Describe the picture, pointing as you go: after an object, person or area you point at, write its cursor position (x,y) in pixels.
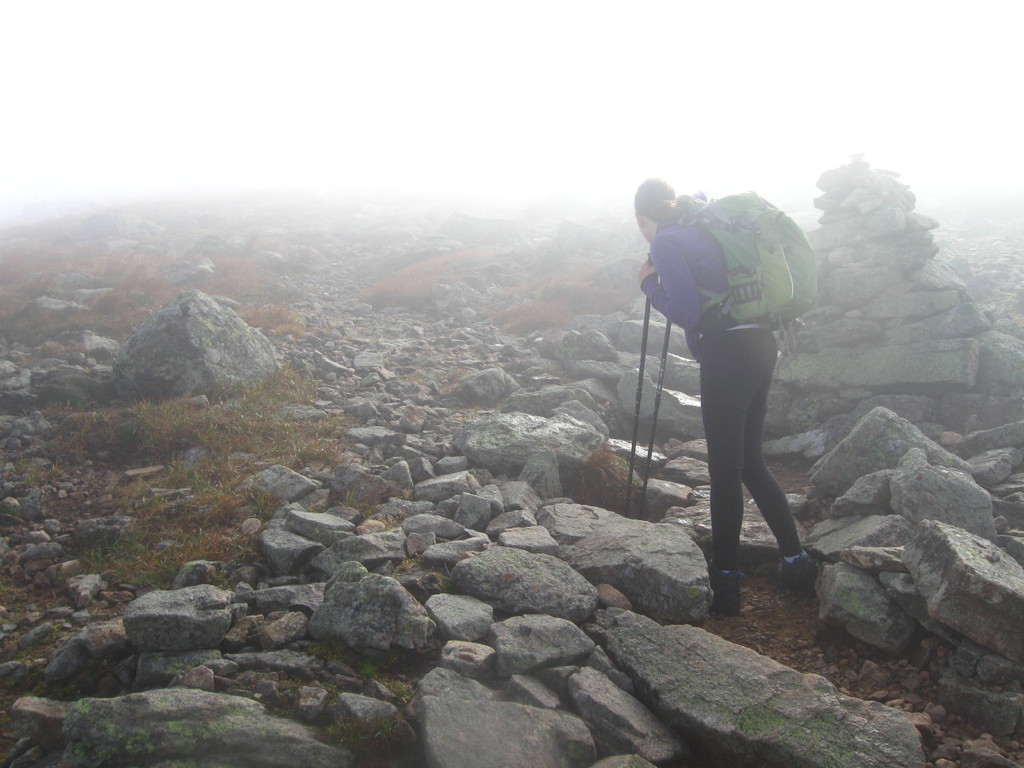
This picture is clicked outside. On the right (696,273) we can see a person (677,232) wearing backpack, holding some objects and seems to be standing on the ground (358,452) and we can see the rocks (402,469), grass (224,457) and some other objects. In the background (748,106) we can see the smoke (542,106).
